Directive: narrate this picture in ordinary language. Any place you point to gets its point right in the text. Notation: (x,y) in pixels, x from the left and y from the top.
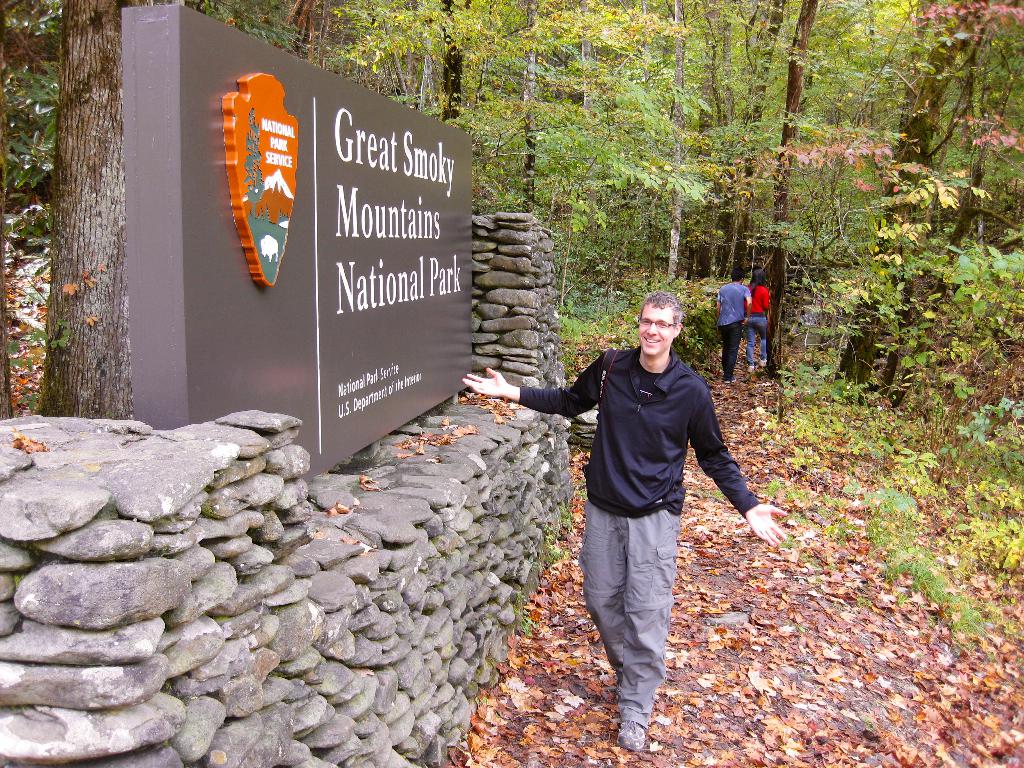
In this picture we can see a man (652,490) standing in the front (641,482), at the bottom (882,630) there are some plants (898,570) and leaves (851,535), on the left side (319,282) there is a board (340,273), we can see stones (428,454) here, in the background (597,298) there are some trees (710,216), we can see two persons (744,312) walking here.
